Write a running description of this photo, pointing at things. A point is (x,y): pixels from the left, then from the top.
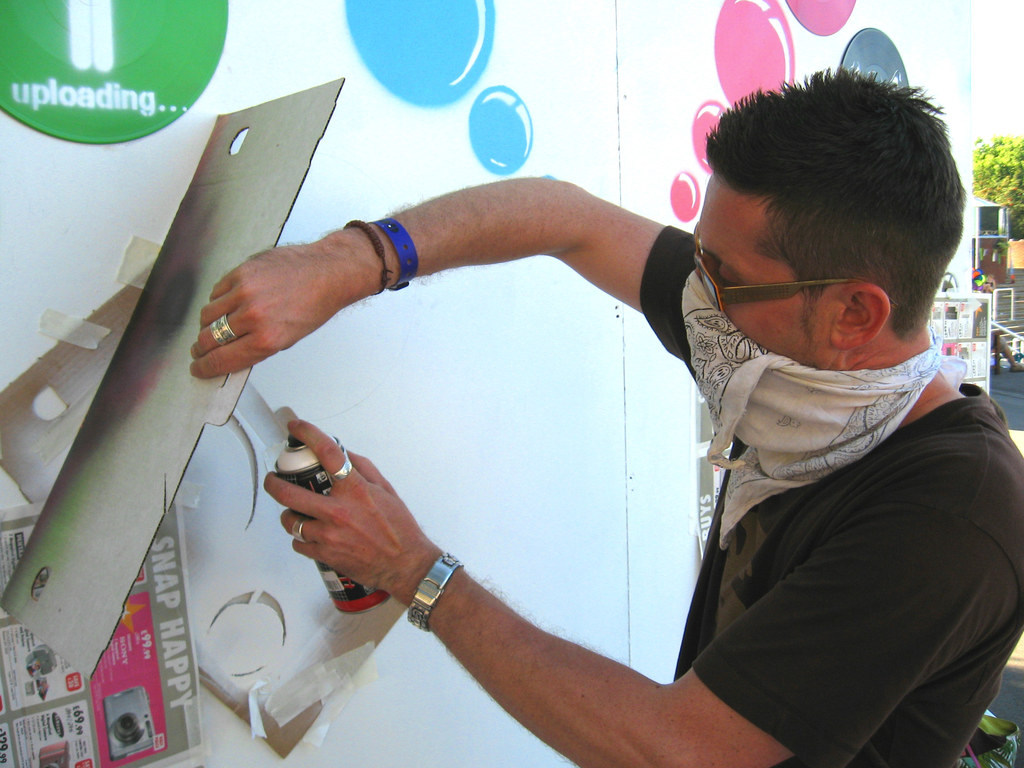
In this picture we can see a man (826,457), goggles (728,298), cloth (792,392), bottle (335,568), board (141,503), poster (139,616), painting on the surface (372,45) and in the background (993,167) we can see a tree (1014,199), steps (1008,298), person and some objects (963,318).
